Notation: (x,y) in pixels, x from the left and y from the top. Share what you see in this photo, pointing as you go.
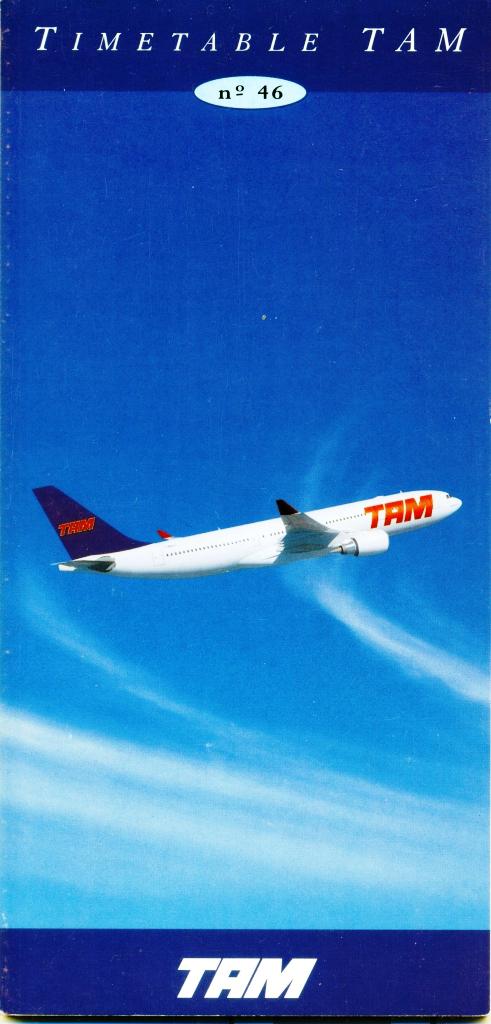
At the top (310,55) and bottom portion of the picture (217,982) we can see there is something written. In this picture we can see an airplane (412,509). Background (412,597) portion of the picture is in white and blue color.
